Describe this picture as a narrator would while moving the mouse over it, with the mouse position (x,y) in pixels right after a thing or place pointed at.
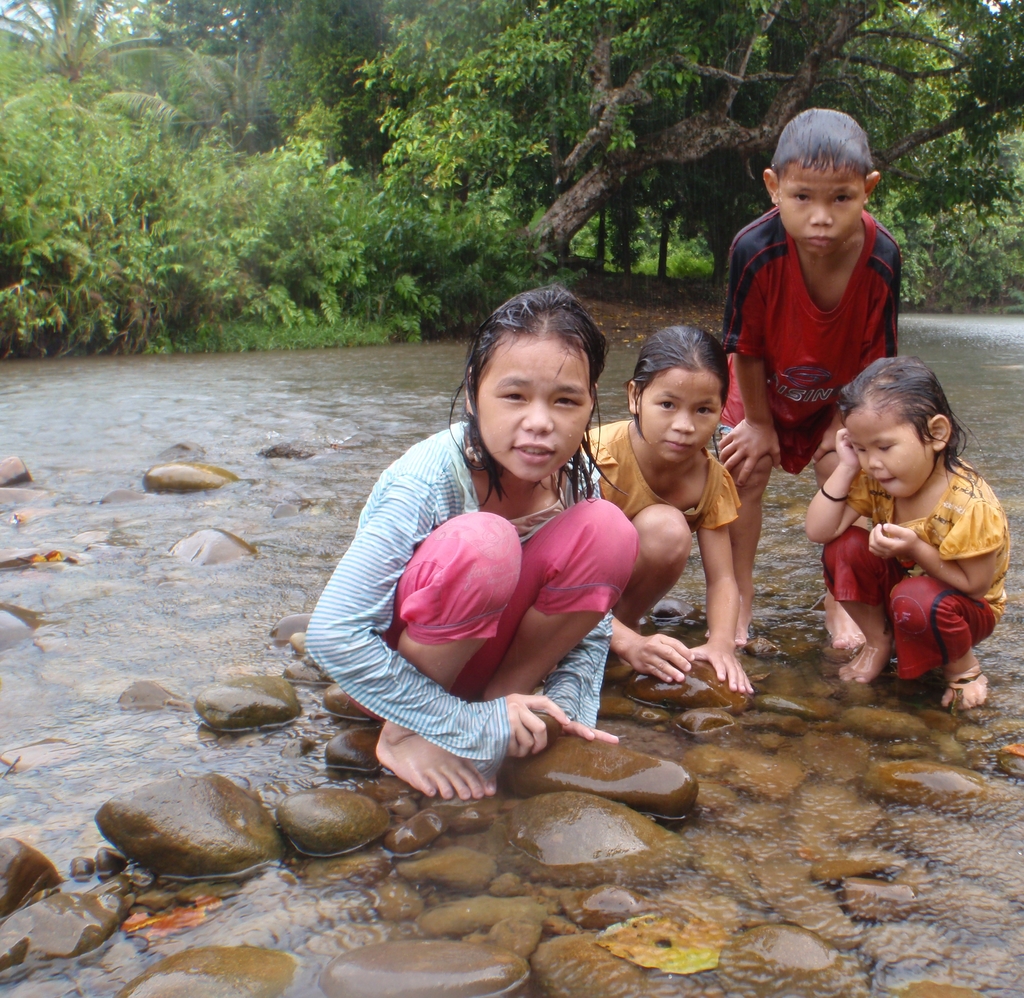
In this picture there are few kids (728,520) crouching on stones (634,693) which are in water (618,692) and there are few trees (345,153) in the background (305,129).
